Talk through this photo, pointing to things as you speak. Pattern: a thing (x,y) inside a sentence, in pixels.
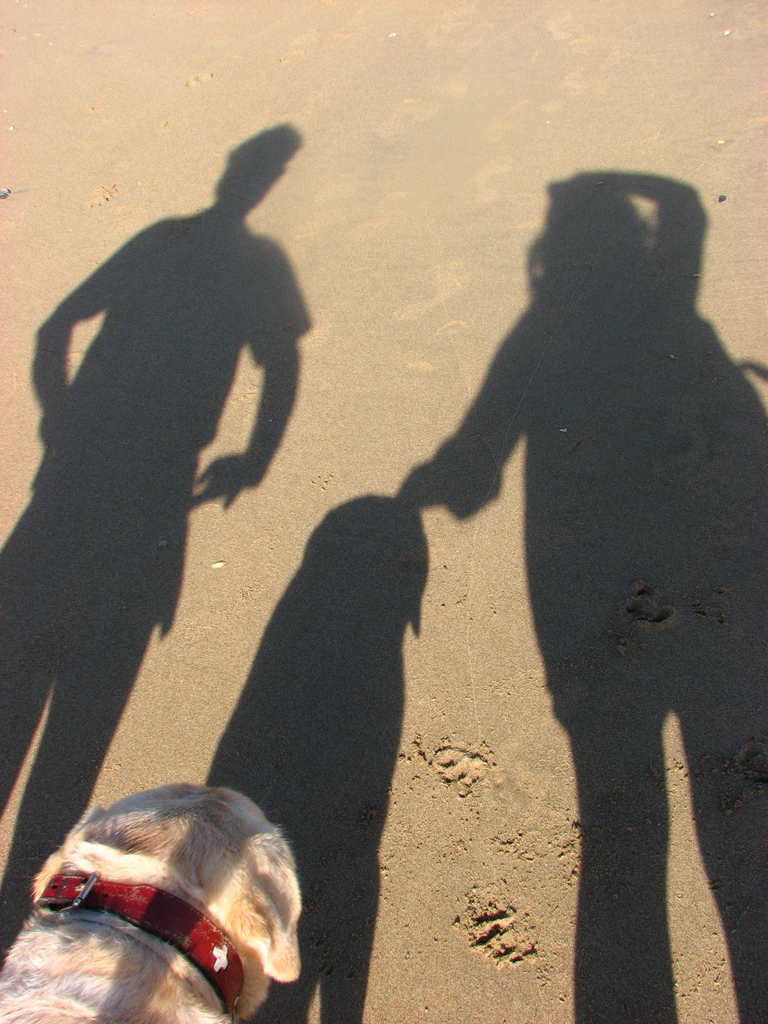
In this image I can see three shadows (162,243) on the sand ground (176,179). On the bottom side of the image (216,834) I can see a dog (179,787) and I can also see a red colour belt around the dog's neck (114,937).
